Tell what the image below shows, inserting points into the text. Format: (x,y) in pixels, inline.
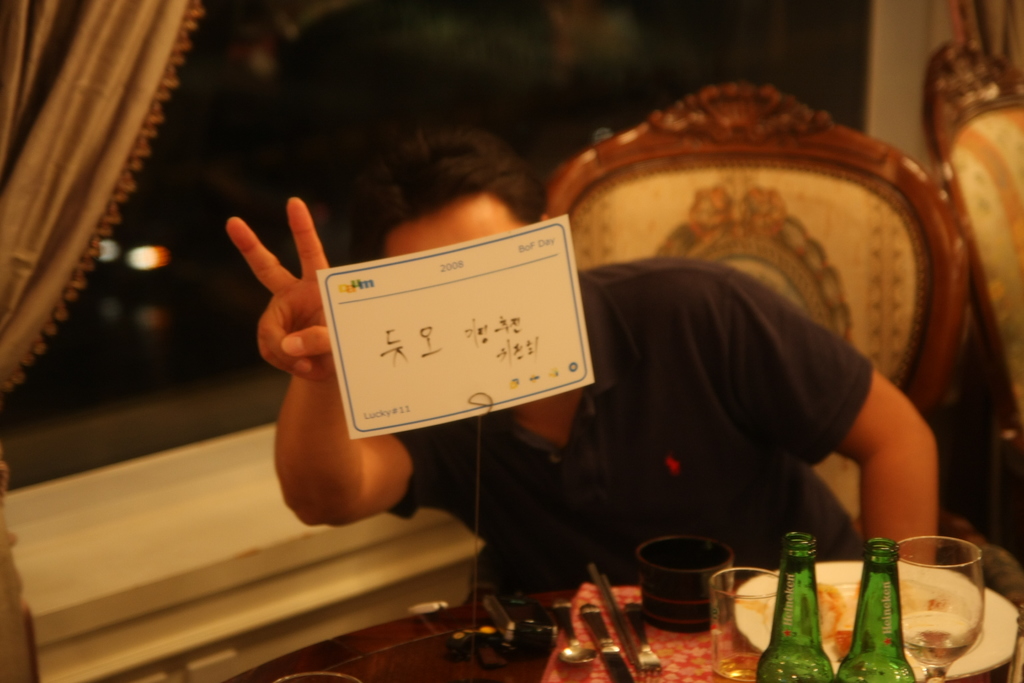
In this image i can see a man (711,379) is sitting on a chair (780,287) in front of a table (721,621). On the table (818,615) we have couple of objects (800,636).
